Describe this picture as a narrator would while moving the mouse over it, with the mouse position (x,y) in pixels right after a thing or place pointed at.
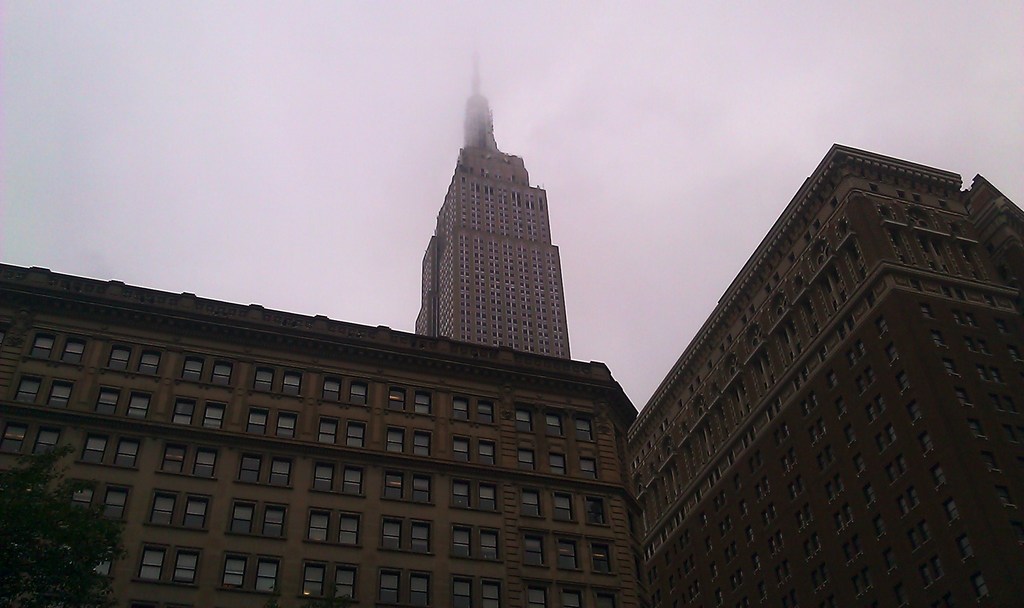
In this image, we can see buildings (509,440) with walls (614,398) and windows (237,534). Background (588,237) there is a sky (309,129).
